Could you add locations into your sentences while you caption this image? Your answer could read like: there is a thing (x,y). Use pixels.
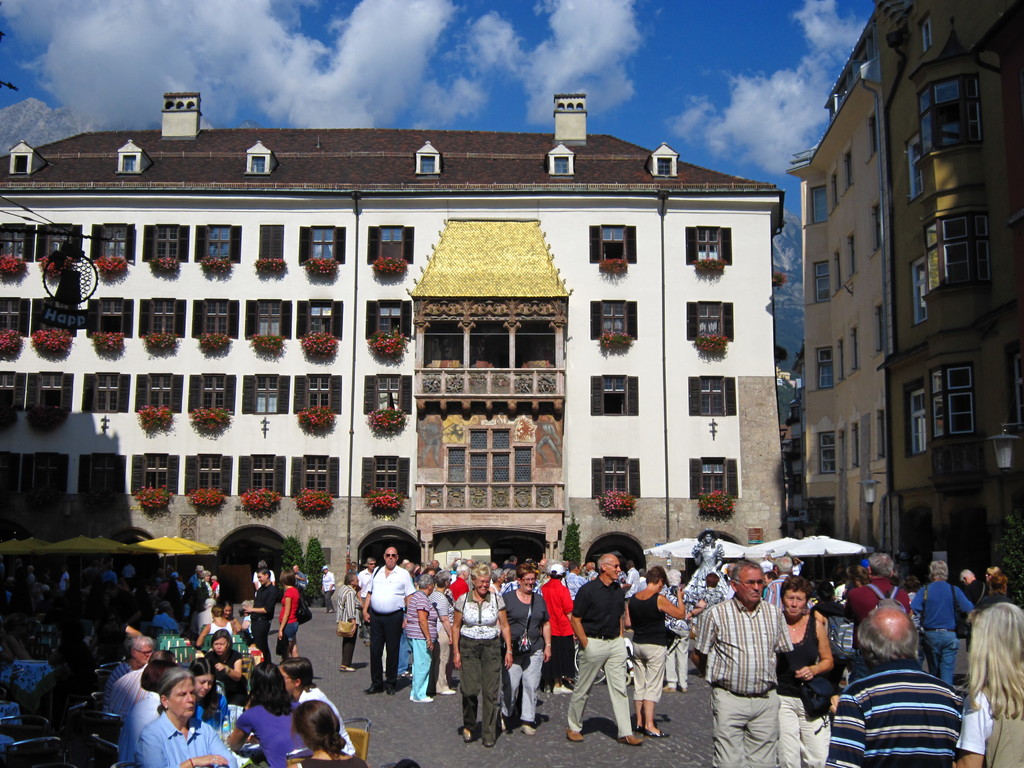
In this picture I can see group of people (572,634) standing, group of people (144,689) sitting on the chairs (107,691), there are umbrellas (179,545), plants (315,557), buildings (959,545), lights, poles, mountains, and in the background (377,95) there is sky (749,40).
